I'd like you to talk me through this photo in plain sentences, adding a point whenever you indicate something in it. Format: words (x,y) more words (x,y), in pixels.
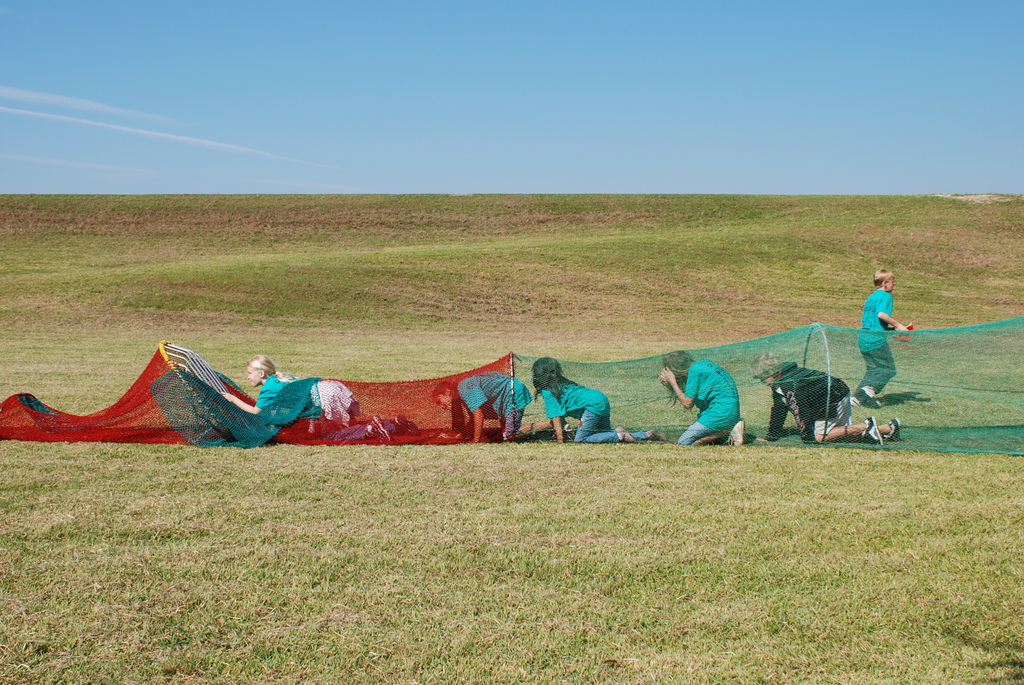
In this image we can see the people (562,411) crawling inside the net (788,347) and there is the person (875,318) walking on the ground (900,283) and holding an object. And we can see the grass (427,275) and the sky (298,111).
